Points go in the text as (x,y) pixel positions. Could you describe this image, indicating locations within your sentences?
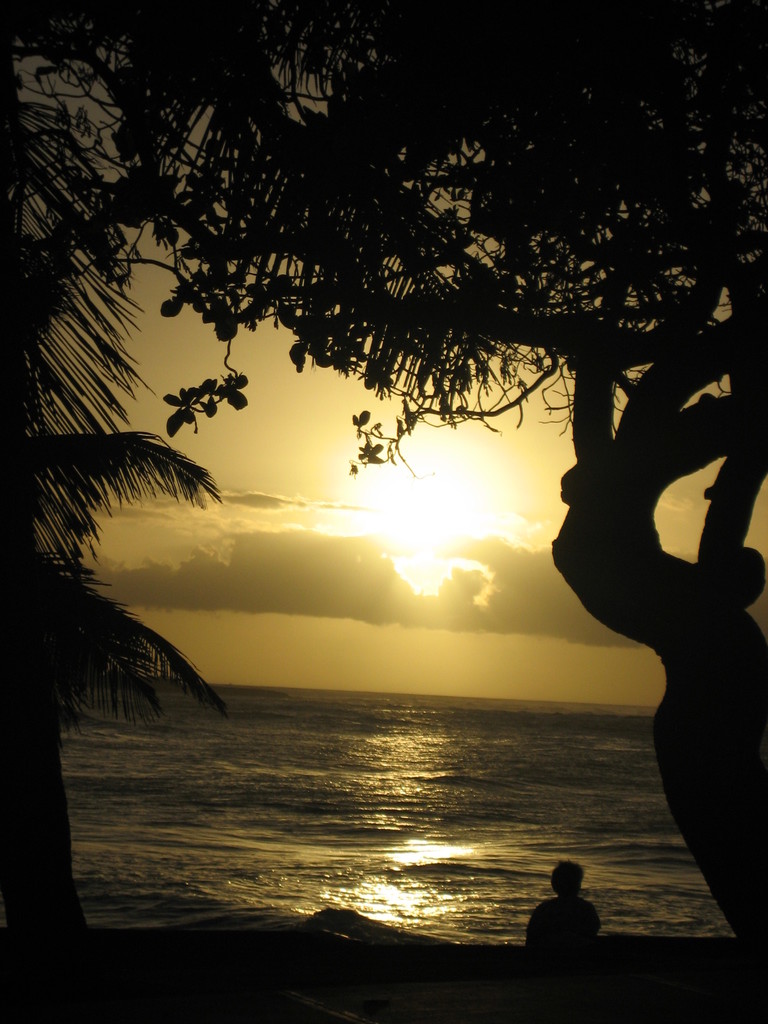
In this image at the bottom (561,913), there is a person (565,920). In the middle (495,455) there are trees (644,400), water (388,775), sun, clouds (394,556) and sky (263,458).
